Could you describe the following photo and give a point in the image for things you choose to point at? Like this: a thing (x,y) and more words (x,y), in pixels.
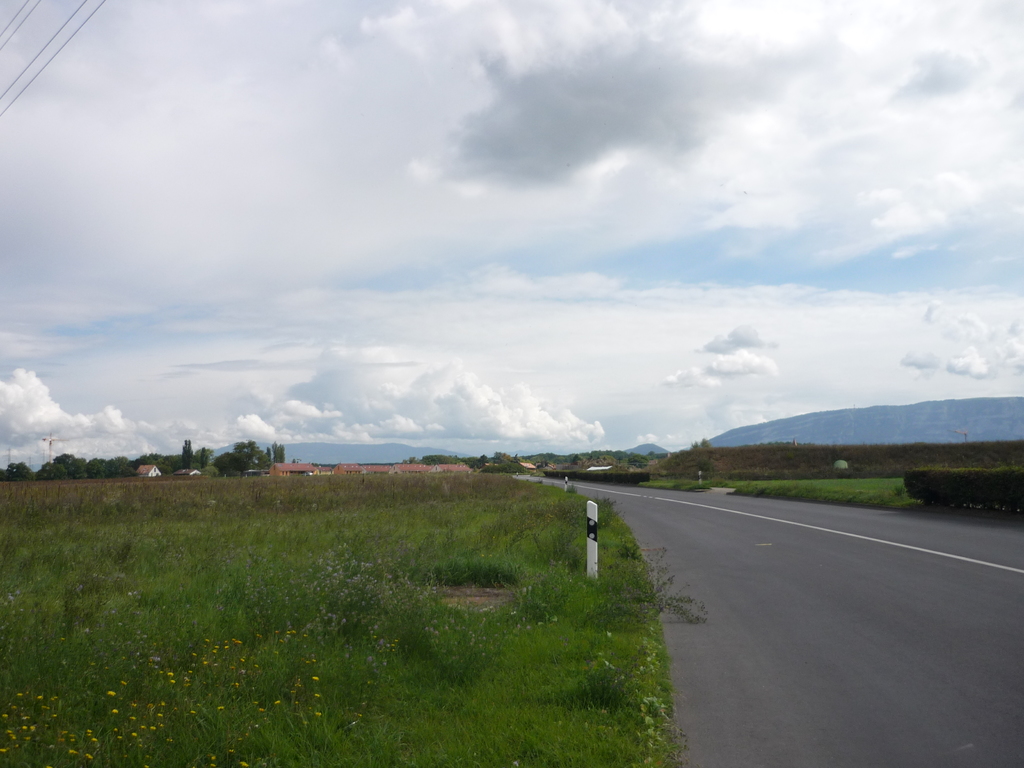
In this image I see the road (695,517) and I see the grass (488,564) on the sides. In the background (221,465) I see the trees (235,466) and I see few houses (355,468) and I see the sky (436,245) which is a bit cloudy and I see the white and black color pole (596,532) over here.
